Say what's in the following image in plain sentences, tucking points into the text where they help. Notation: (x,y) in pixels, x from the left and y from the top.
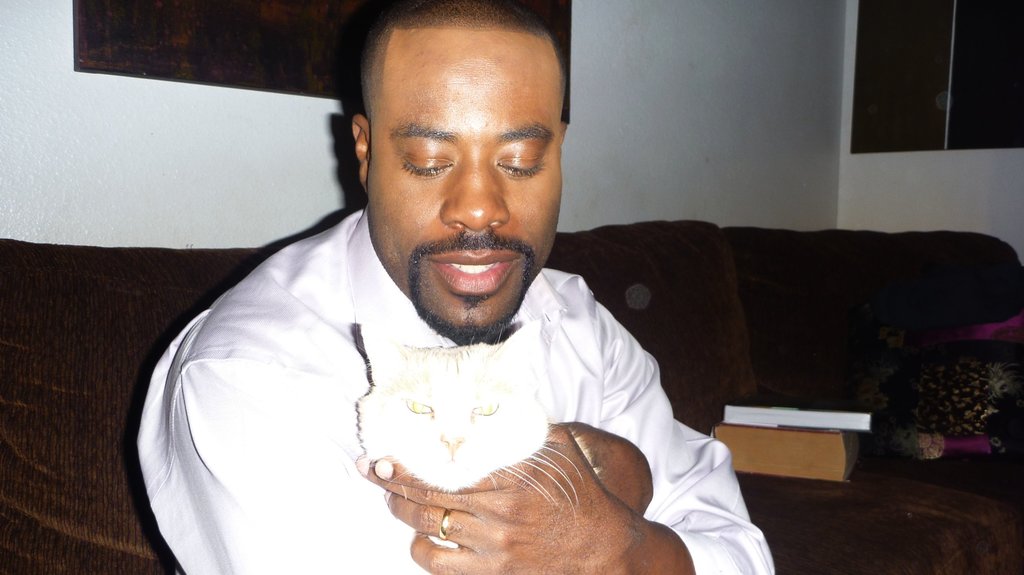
A person (354,383) is holding a cat (448,419) and sitting on a sofa (815,297). On the handle (901,509) there are books (781,430). In the background (692,115) there is a wall (680,97).
